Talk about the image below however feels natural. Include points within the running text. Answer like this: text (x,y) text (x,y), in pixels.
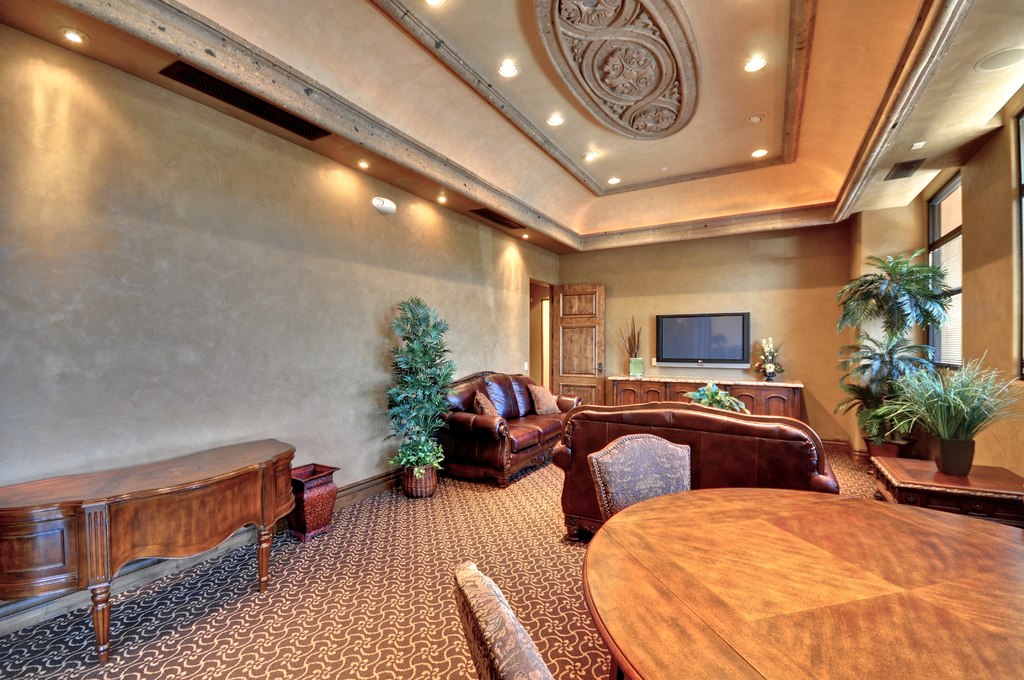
This image is clicked in a room (604,527). There are dining table (646,555), sofa (768,481), cushions (549,394), chairs (611,476) in this image. There are cupboards (726,385) in the middle (637,379) and there is also a TV (711,349). On the top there are lights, there are flower plants (917,376) places on right side (918,385) and in the middle (405,416). There is a door (587,378) in the middle (600,290), there are windows (960,280) on the right side (939,259).
